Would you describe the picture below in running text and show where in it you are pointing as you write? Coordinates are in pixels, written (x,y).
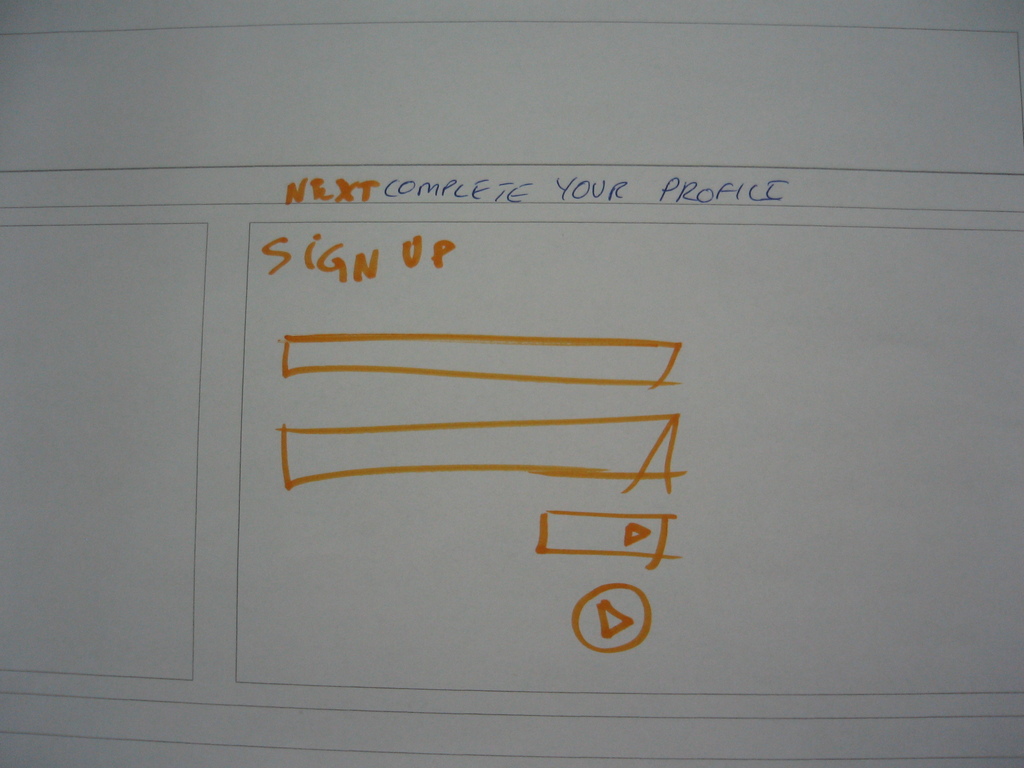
In this image I can see white colour thing (439,530) and on it I can see something is written in blue and in orange colour.
